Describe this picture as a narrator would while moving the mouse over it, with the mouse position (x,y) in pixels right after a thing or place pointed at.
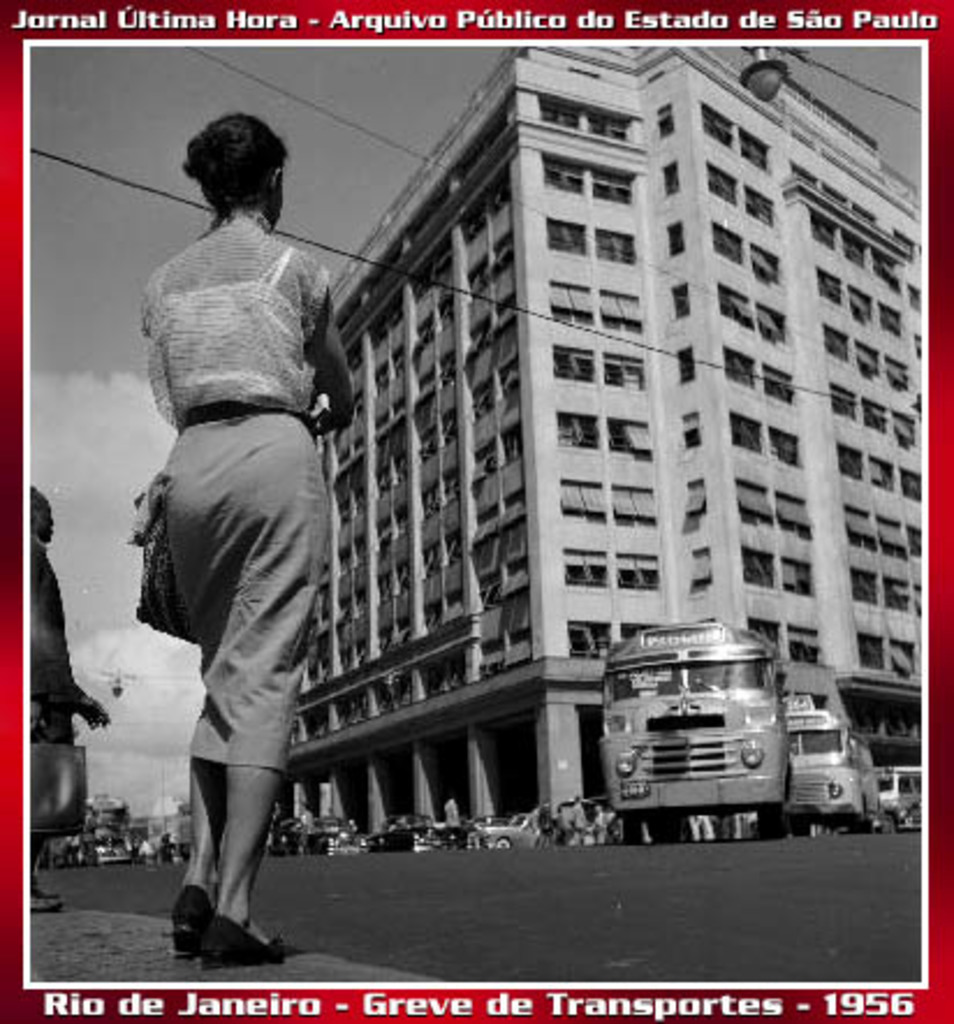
In this image, we can see persons (197,577) wearing clothes (63,613). There is a text (844,995) at the top (741,9) and at the bottom of the image (587,1011). There are vehicles (396,818) in front of the building (796,491). There are clouds (120,537) in the sky (293,230).
